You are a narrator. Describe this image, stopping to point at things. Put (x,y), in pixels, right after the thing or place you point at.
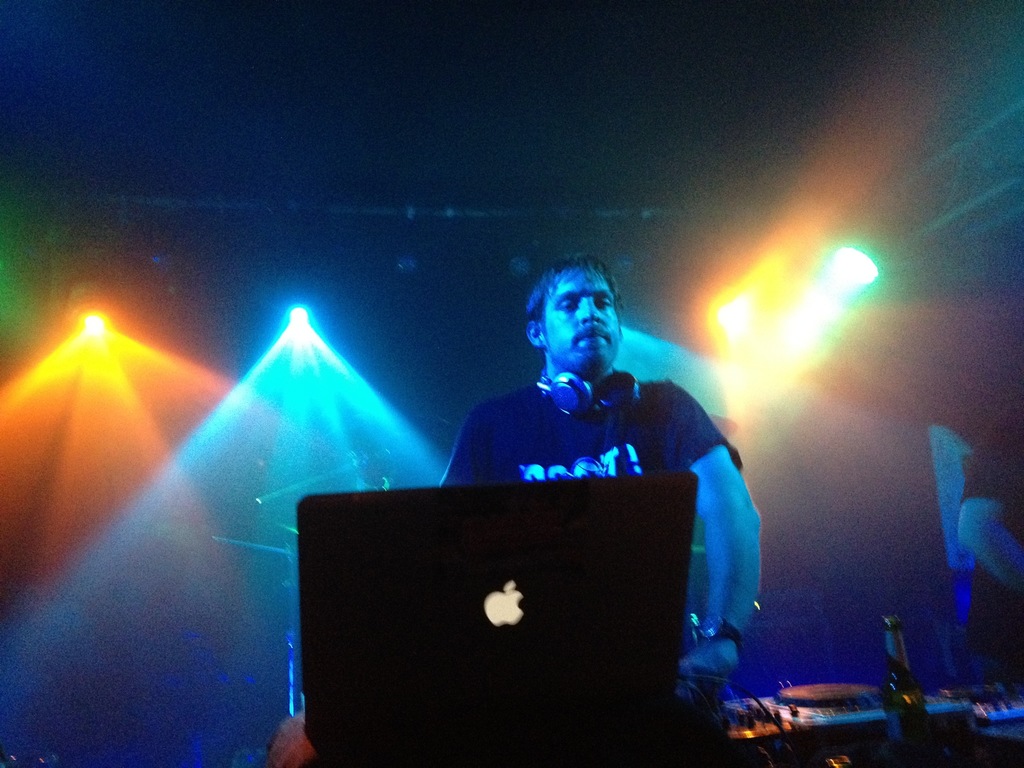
This picture seems to be clicked inside. In the foreground (687,584) we can see a laptop (535,680), bottle (923,720) and some other items (989,719) are placed on the top of the table (950,734) and we can see the two persons (706,450) wearing t-shirts (683,448) and standing. In the background (250,362) we can see the focusing lights (11,399).
